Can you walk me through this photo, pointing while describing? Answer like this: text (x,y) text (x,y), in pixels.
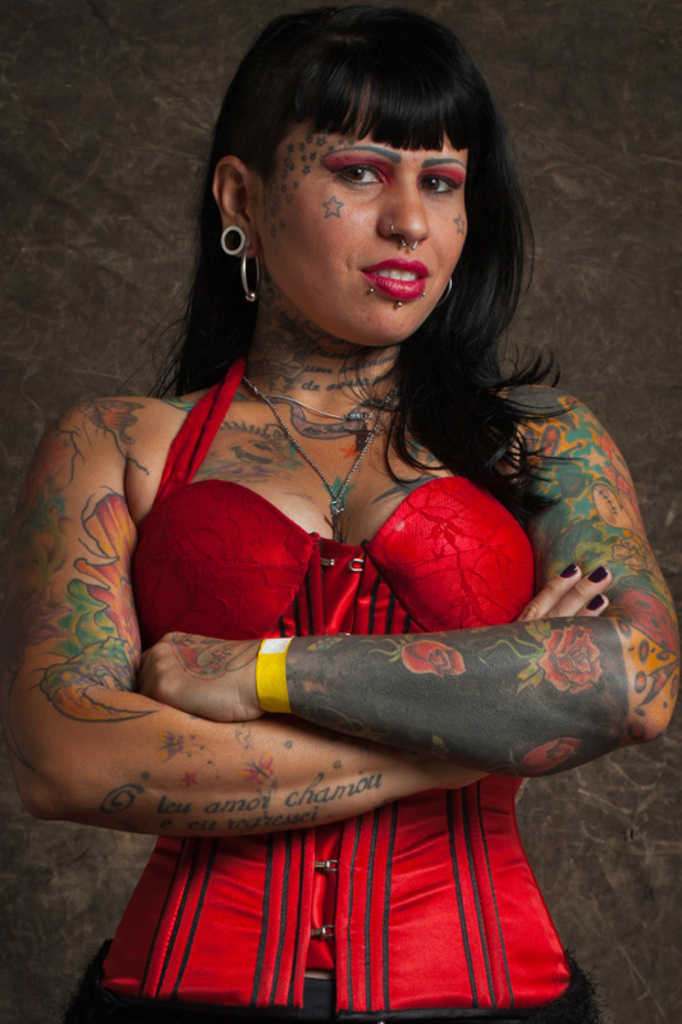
In this picture I can see a woman (298,429) standing in front (470,745) and I see that, she is wearing red and black color dress (272,605) and I can see tattoos (115,420) on her body (5,722). In the background (12,176) I can see the brown color wall (583,253).
